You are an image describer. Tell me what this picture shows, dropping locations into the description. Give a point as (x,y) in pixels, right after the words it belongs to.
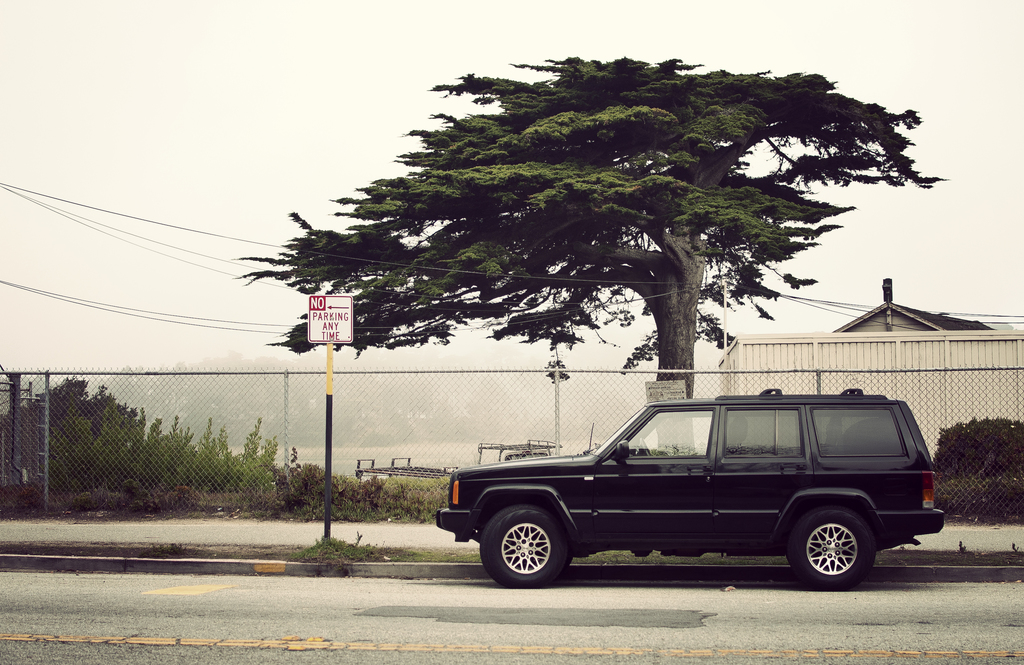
This is an outside view. On the right side (832,494) there is a vehicle (643,520) on the road (433,627). Behind there is a net fencing (379,454). Beside the road (233,598) there is a pole (326,402). In the background (568,291) there are many trees (649,187). On the right side (895,366) there is a building (961,327). At the top of the image (242,149) I can see the sky (242,149).
